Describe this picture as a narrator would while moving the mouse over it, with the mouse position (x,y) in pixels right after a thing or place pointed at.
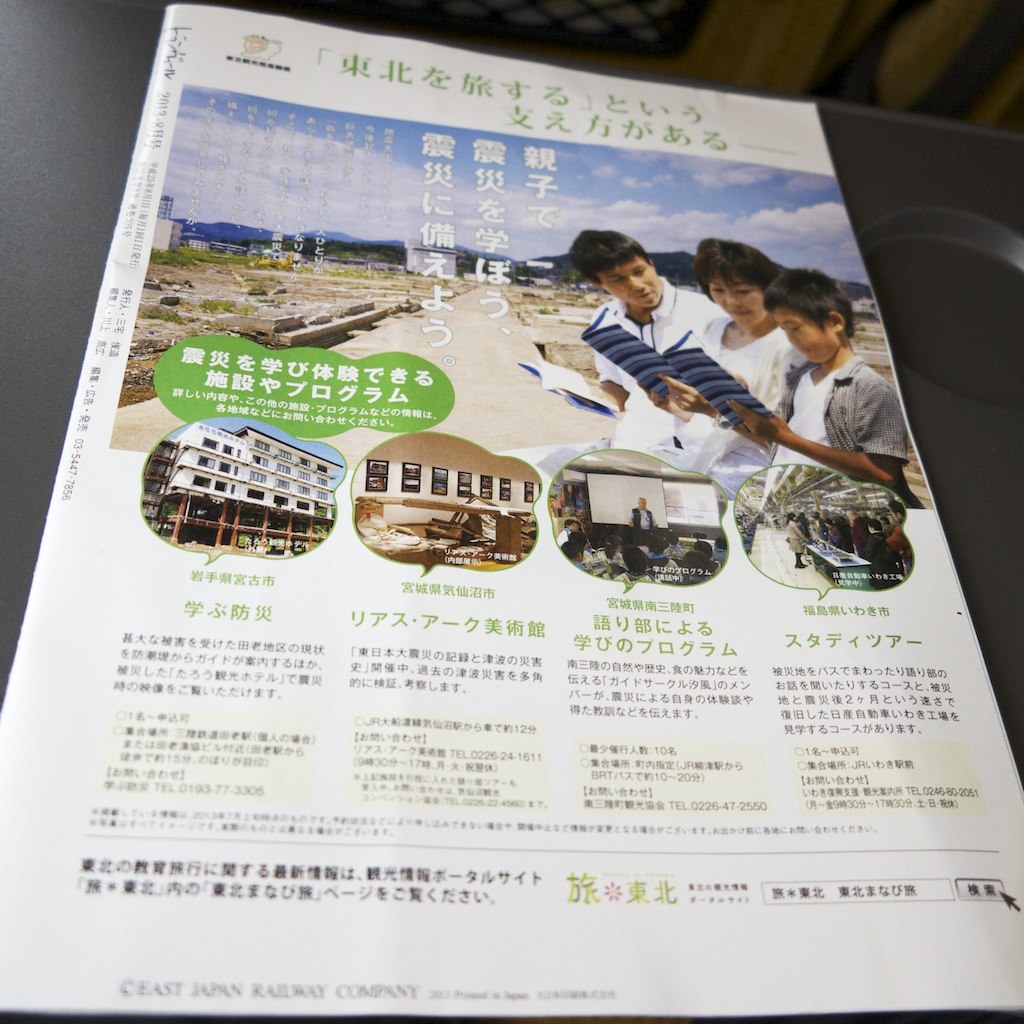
In this picture, it seems like a poster, where we can see, people (691,552), buildings (298,545) and text (709,695) on it.
